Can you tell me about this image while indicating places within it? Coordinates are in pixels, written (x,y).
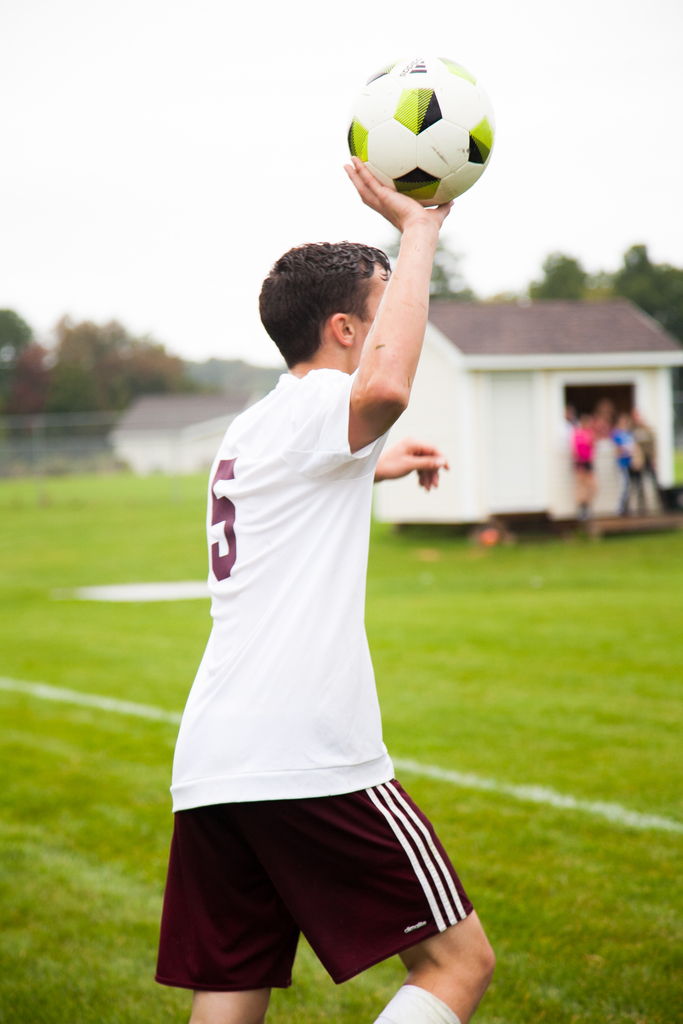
In this image there is a man (304,622) who is holding the football (437,170). At the bottom (80,818) there is ground (46,917). On the right side (544,380) there is a small house (492,408) beside which there are three persons (629,463). In the background (147,366) there are trees (120,364).
